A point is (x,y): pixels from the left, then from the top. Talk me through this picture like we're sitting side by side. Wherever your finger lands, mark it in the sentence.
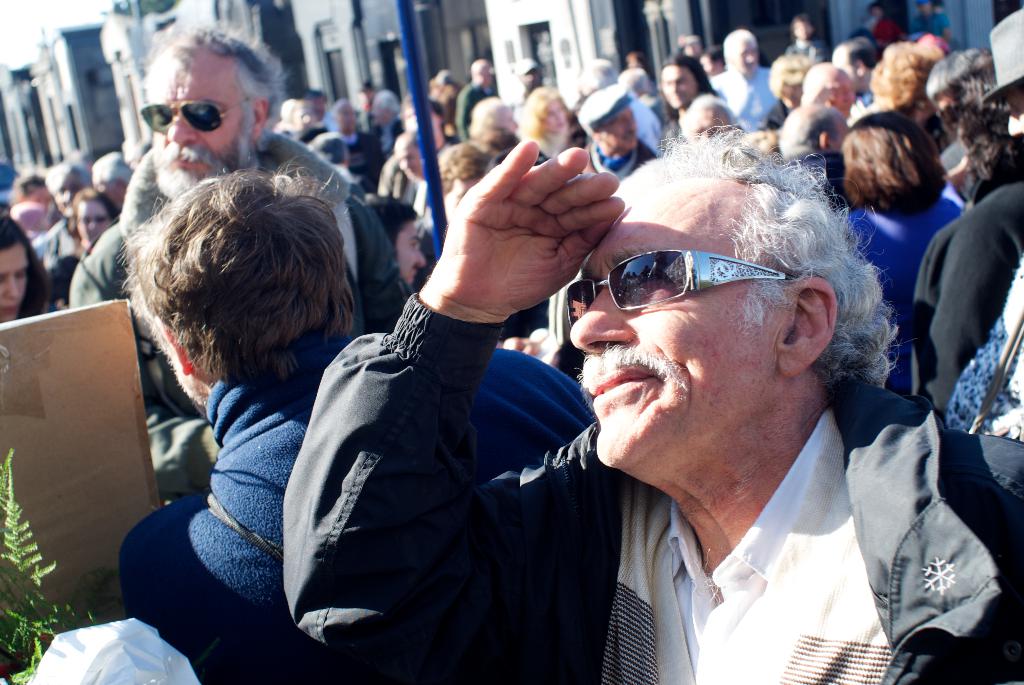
In this image a person (777,545) wearing a black jacket (434,406) is having goggles (641,297). Left side (38,578) there is a plant (23,573). A person (186,141) wearing a jacket (154,184) is wearing goggles (203,113). Behind him there are few persons (597,165). Top of image (11,101) there are few buildings (94,83).
